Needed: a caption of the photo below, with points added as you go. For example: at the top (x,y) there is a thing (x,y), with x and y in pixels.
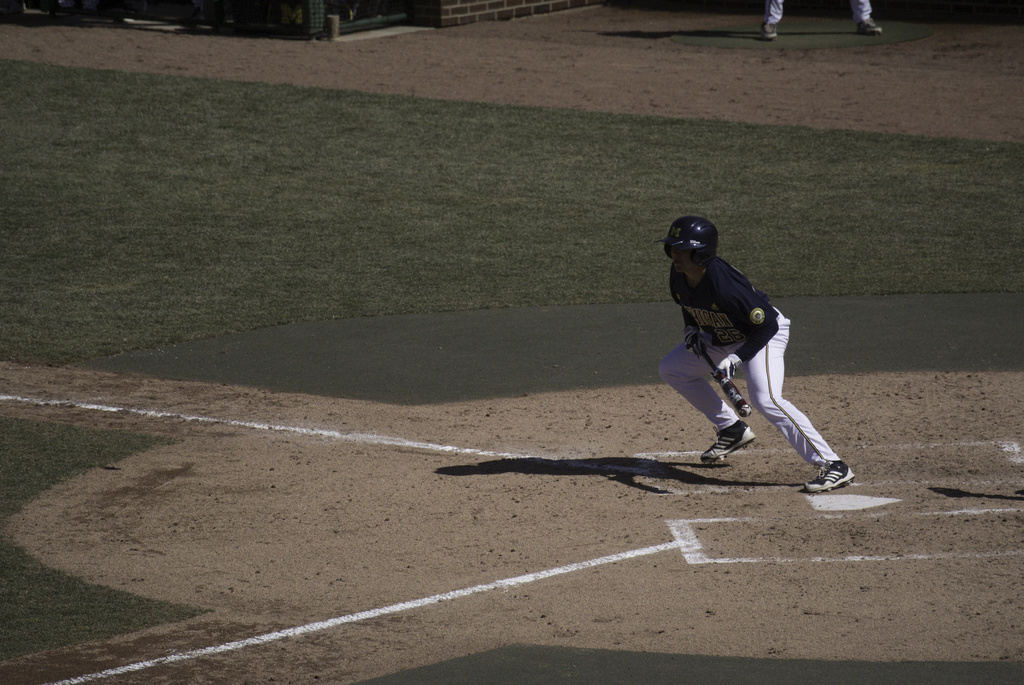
In the front of the image (721,284) a person (717,445) wore a helmet (713,253) and holding a bat (742,402). In the background of the image (851,182) there is a ground carpet (751,163), legs (856,18) of a person (780,1) and objects (223,16).
